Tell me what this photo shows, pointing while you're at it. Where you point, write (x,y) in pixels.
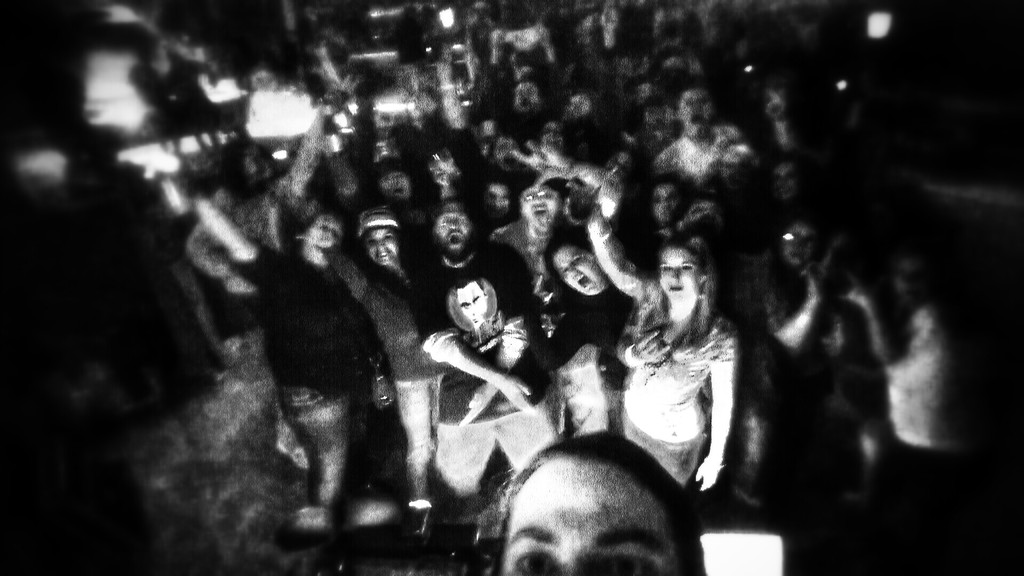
In this image we can see people (441,256) and there are lights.
